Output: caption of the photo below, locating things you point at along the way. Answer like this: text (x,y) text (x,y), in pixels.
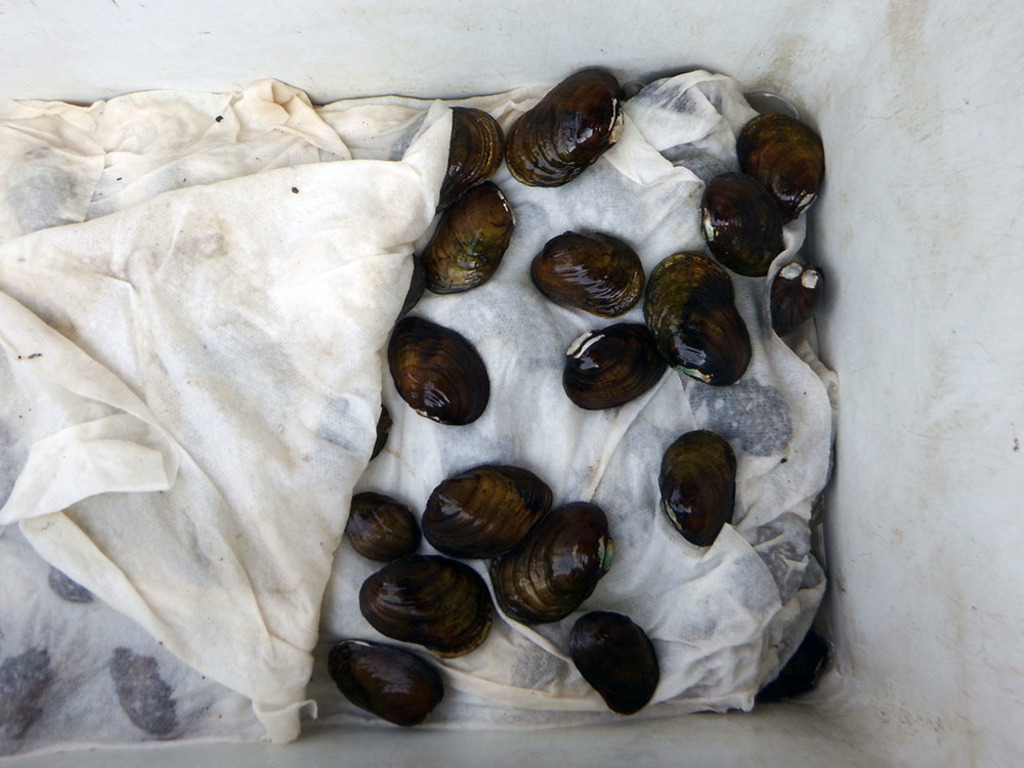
In this picture we can see a box (902,343), there are some mussels (581,274) and a cloth (355,292) present in the box (929,287).
